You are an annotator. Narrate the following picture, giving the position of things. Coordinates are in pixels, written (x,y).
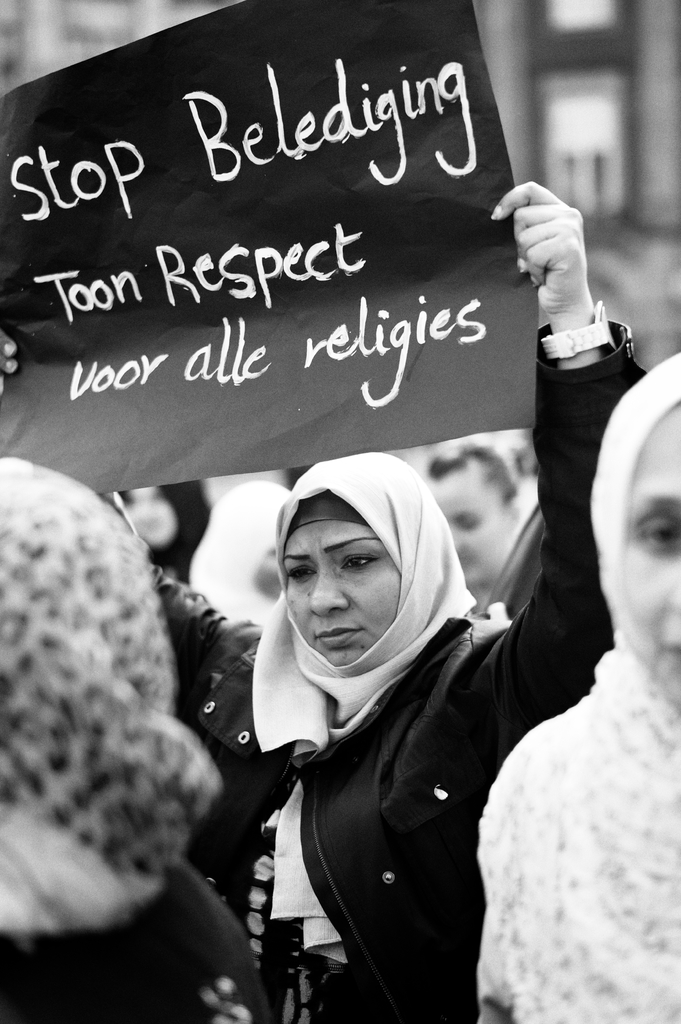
In this image in the middle (380,576) there is a woman (369,632), she wears a dress (363,796), she is holding a poster (314,256). On the right (562,723) there is a woman (572,792). On the left (130,847) there is a woman (133,924). In the background (286,493) there are some people (520,483), buildings (564,177).
